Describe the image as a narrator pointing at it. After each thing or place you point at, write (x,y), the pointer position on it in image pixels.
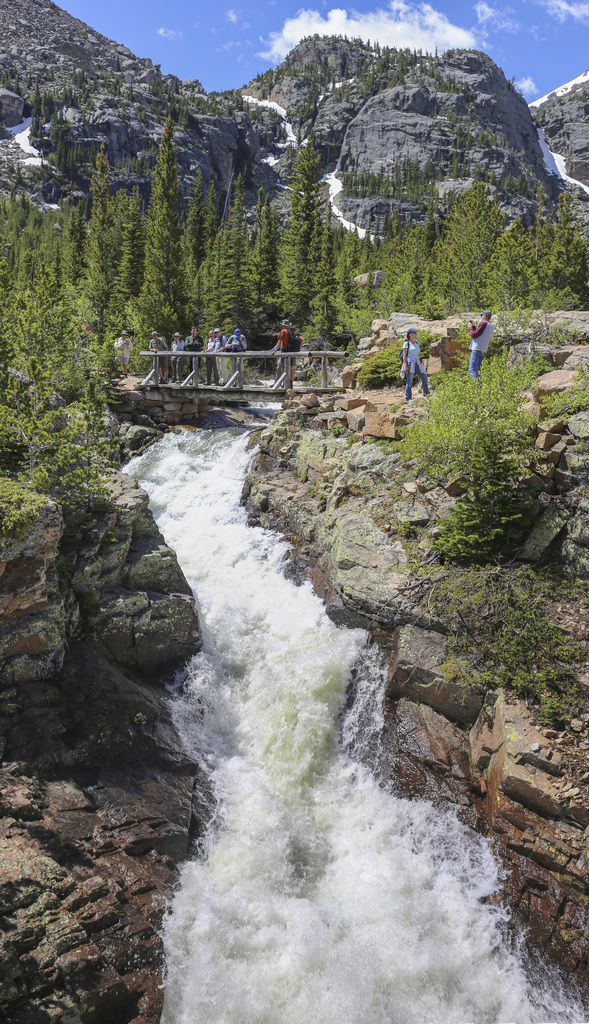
This image is taken outdoors. At the top of the image (246,38) there is the sky (448,38) with clouds (349,26). In the background (352,152) there are a few hills (468,129) and there are few patches of snow (335,184). There are many trees (174,291) and plants (433,463) on the ground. In the middle of the image (248,387) there is a bridge (195,377). A few people (191,357) are standing on the bridge (197,376) and a few are walking on the ground (472,379). On the left (53,862) and right sides of the image there are many rocks (426,505). In the middle of the image (232,582) there is a waterfall (267,744) with water (289,731).
